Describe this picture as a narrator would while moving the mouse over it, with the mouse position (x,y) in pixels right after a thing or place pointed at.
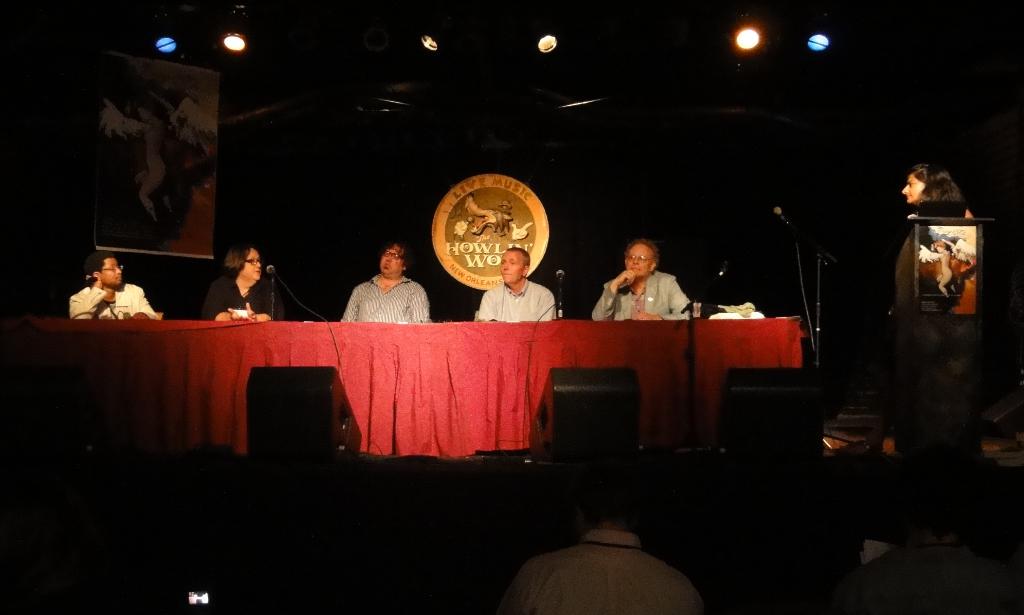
In the image we can see there are five people (632,309) sitting, wearing clothes (377,299) and some of them are wearing spectacles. We can even see there are microphones (818,277), cable wire (800,279) and here we can see red cloth (425,441), lights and the podium (949,317). We can see there are even other people (692,580). Here we can see the poster (211,156) and the corners of the image are dark.
